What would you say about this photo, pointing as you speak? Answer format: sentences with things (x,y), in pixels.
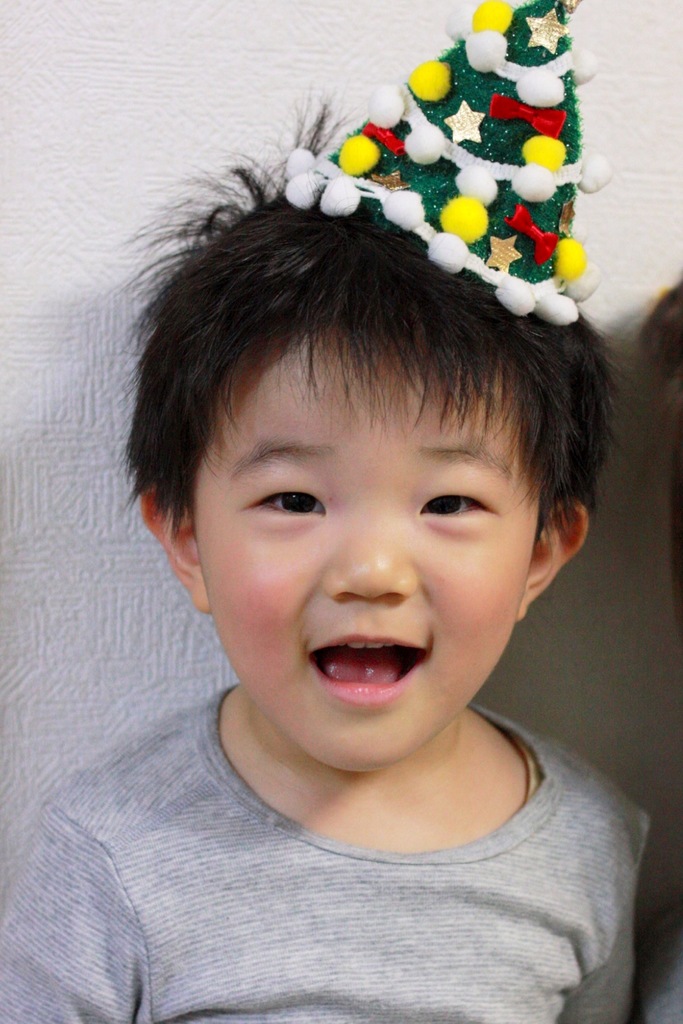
Here in this picture we can see a child (344,532) present over a place and we can see he is smiling and wearing a birthday cap (446,128) on him.
